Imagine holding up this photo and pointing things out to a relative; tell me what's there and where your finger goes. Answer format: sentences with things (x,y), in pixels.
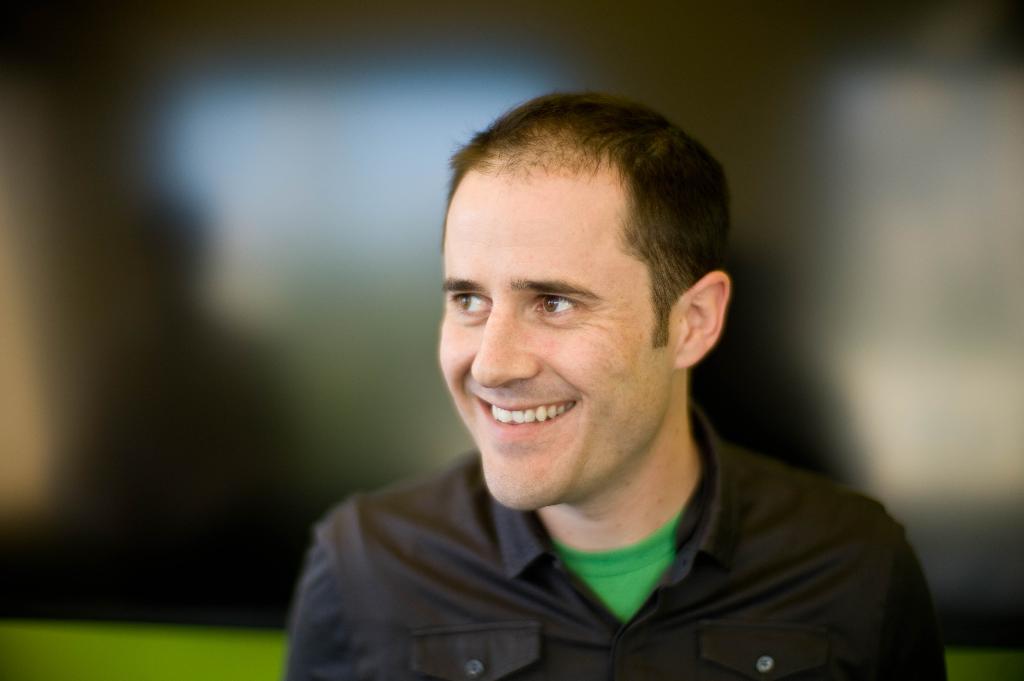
In this image we can see a person (608,394), he is smiling, and the background (804,47) is blurred.
